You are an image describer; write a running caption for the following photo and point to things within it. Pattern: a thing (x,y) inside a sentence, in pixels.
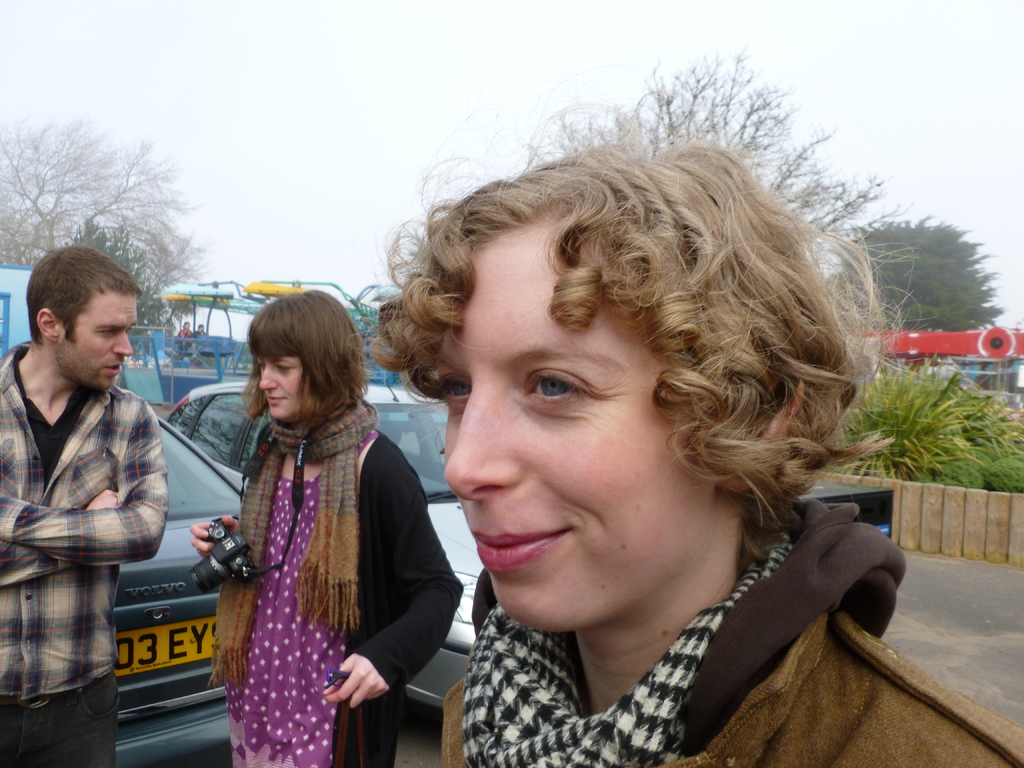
In this image, we can see few people (764,758). Here a person (566,619) is smiling. On the left side of the image (324,584), a woman (272,551) is holding a camera (224,561). Background (1006,602) we can see vehicles (228,464), plants (987,471), road (945,568), ride (191,385), trees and sky (404,138).
